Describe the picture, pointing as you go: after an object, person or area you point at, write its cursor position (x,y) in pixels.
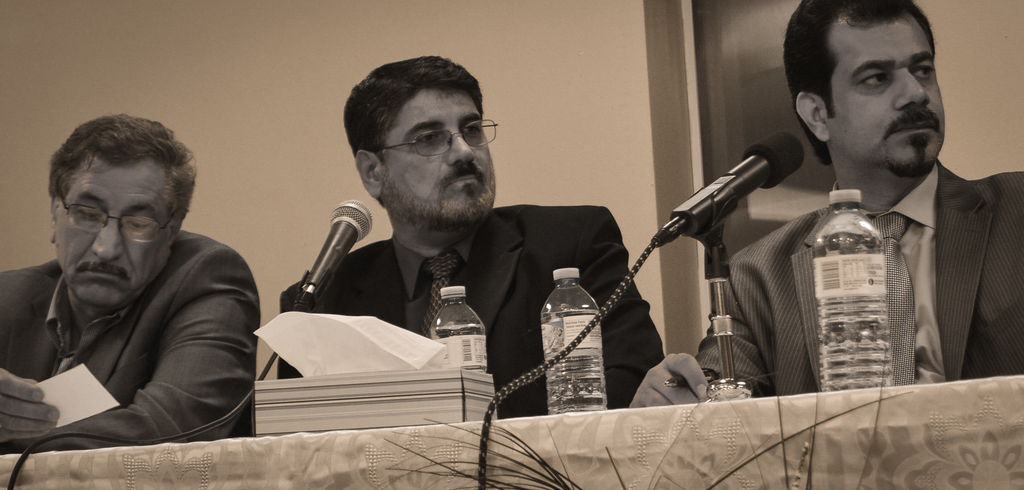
In this image three men (114,233) are sitting wearing suits (191,302). In front of them on a table (538,432) there are mics (715,192), bottles (859,327), tissue paper (332,369). In the background (484,37) there is wall (394,53). The person (116,226) in the left (73,388) is holding a paper (73,392).
